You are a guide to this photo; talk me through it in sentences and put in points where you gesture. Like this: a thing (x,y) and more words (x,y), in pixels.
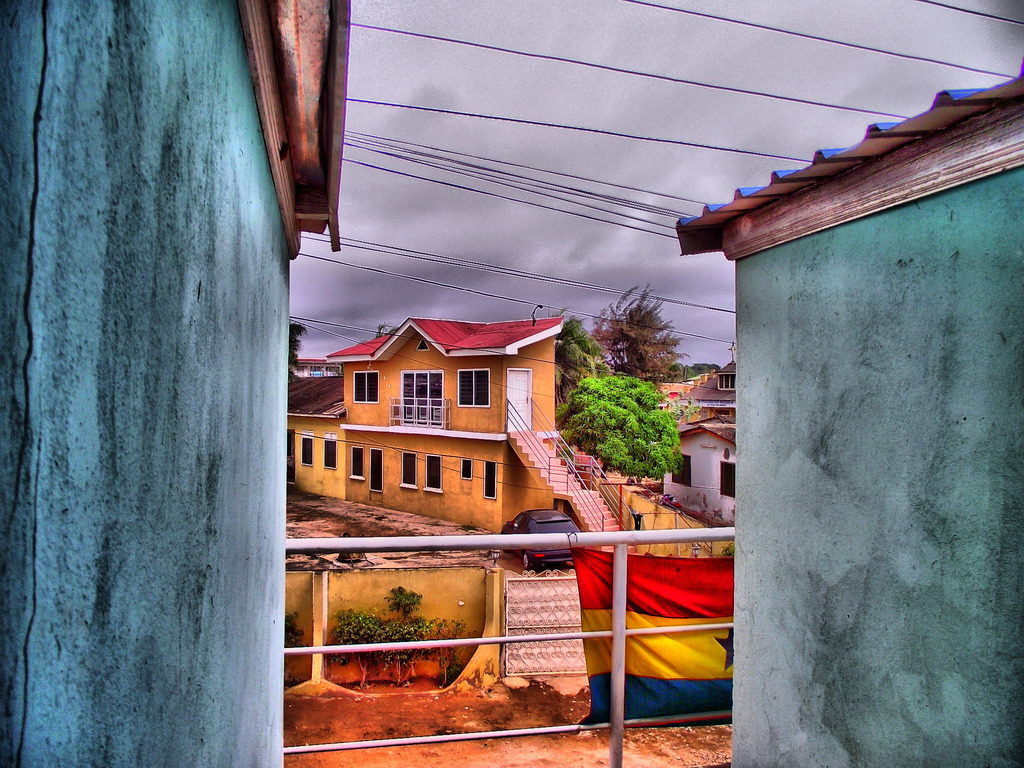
On the left (146,496) and right side (932,587) we can see the walls (920,572) and on there is a metal sheet (707,225) on the right side wall (924,365) and there is a fence (413,644). In the background (620,395) there are buildings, poles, steps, trees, electric wires (471,114) and clouds (469,86) in the sky (467,225).
